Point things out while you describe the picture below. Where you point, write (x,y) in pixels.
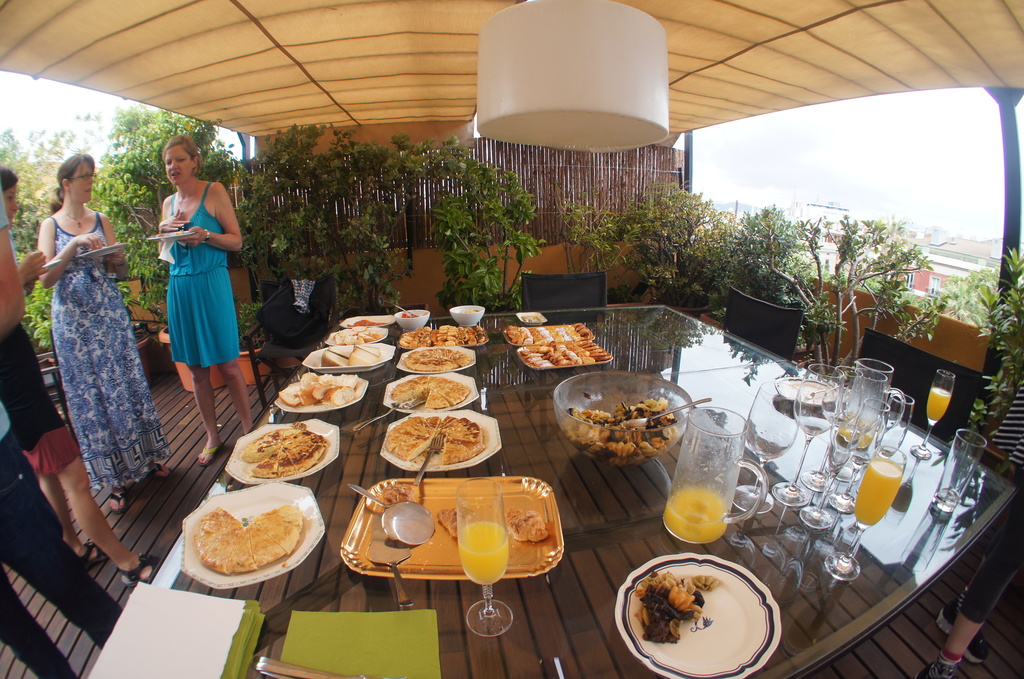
This image consists of a dining table (474,672), chairs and four people (59,243) on the left side (131,230), there are so many shrubs (521,232) in this image, there is light (520,97) on the top (591,3), this dining table (494,367) consists of plates (449,460), glasses (457,509), spoons (409,509), tissues (176,632) and there are so many edibles (444,509) on dining table (586,493). There is a jar (711,446) too.
